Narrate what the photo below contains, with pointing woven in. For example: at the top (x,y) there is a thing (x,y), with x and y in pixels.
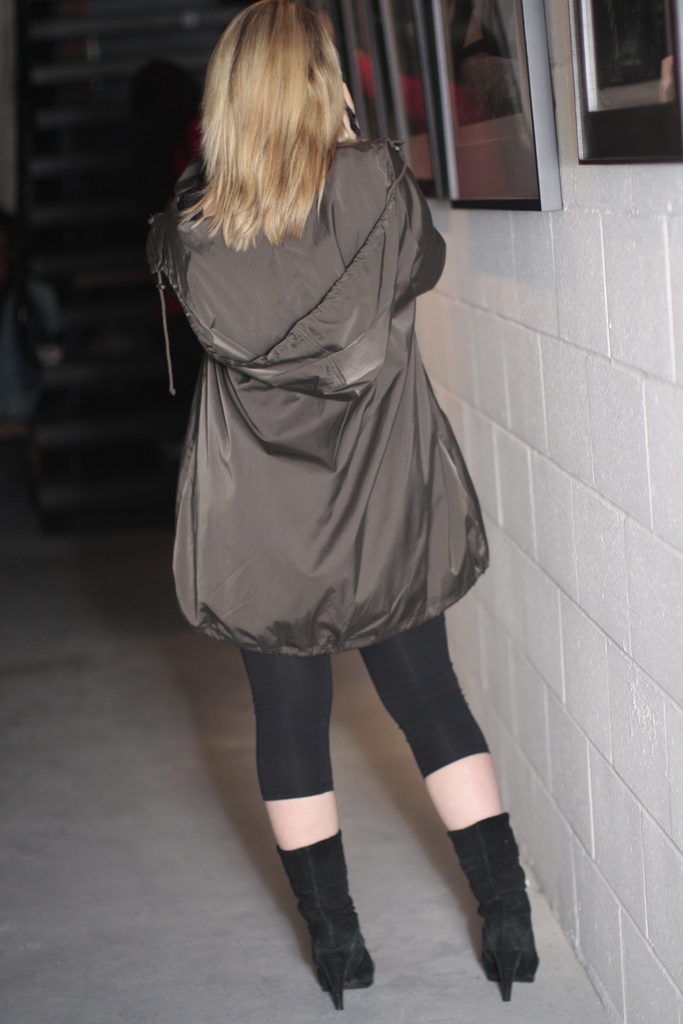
In the foreground of this image (323,323), there is woman (379,441) in grey colored coat (285,545) standing on the ground (391,893). In the background (571,156), there is a wall (564,104) and frames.
